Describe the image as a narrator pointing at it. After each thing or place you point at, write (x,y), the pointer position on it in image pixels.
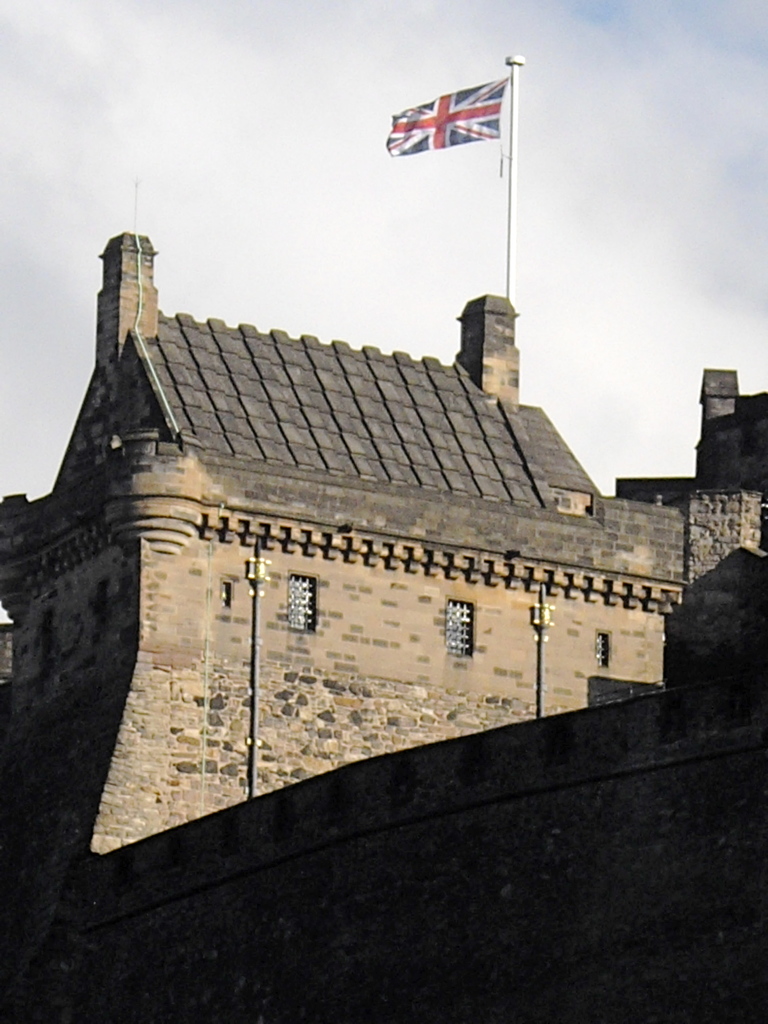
In this image we can see a building (347,618), windows (307,604), poles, flag (435,111), also we can see the wall (352,778), and the sky (284,143).
